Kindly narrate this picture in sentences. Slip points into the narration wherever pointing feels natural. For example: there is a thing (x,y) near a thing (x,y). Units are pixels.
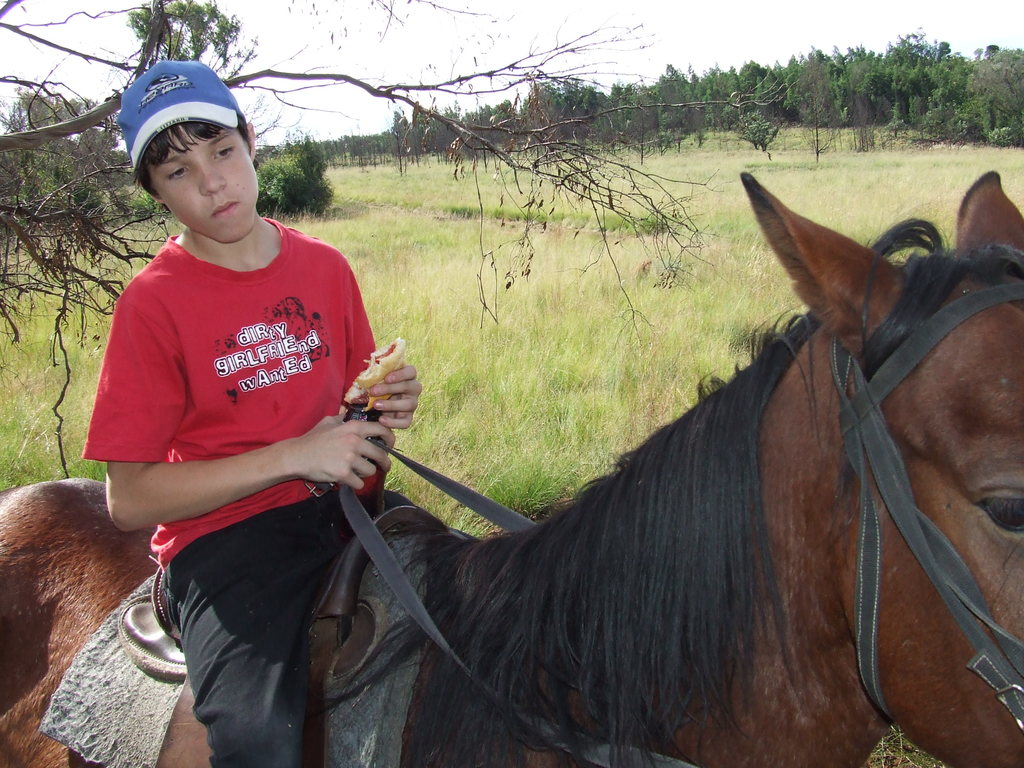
In this image we can see a boy (288,440) sitting on the horse (415,526), and eating a food item (377,364), there are trees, plants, grass (386,339), also we can see the sky (79,41).
